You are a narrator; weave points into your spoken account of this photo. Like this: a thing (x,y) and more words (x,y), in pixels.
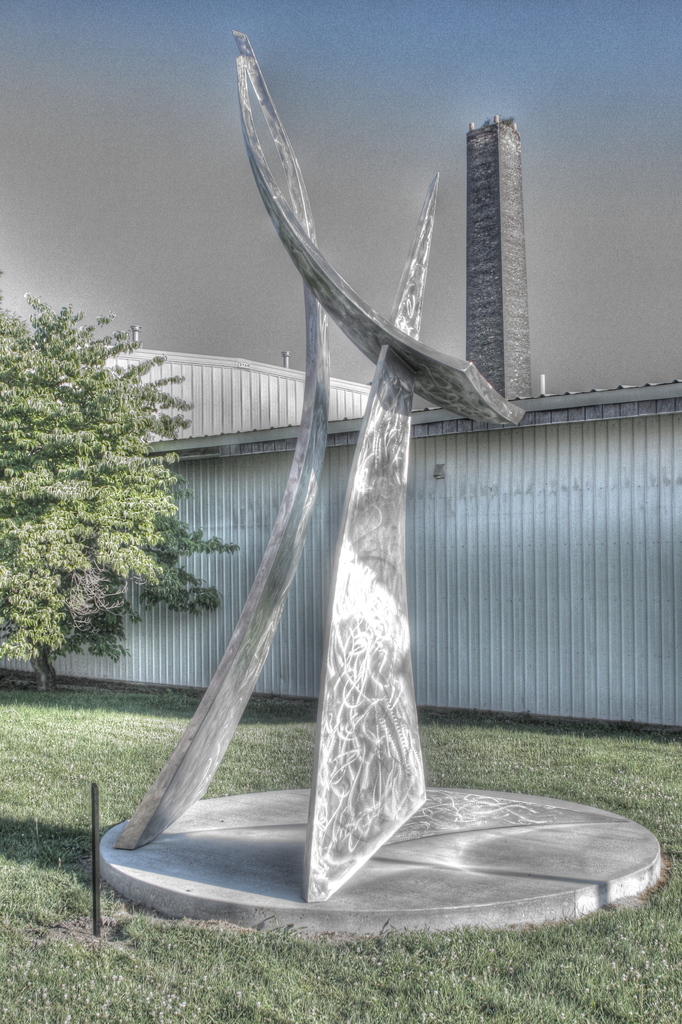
In this image there is one monument (336,801) at bottom of this image (364,745) and there is a wall (468,577) in the background (483,580) and there is one tree (99,489) at left side of this image (126,520). There is one tower (505,316) at right side of this image (476,324) and there is a sky (177,242) at top of this image (378,162).
